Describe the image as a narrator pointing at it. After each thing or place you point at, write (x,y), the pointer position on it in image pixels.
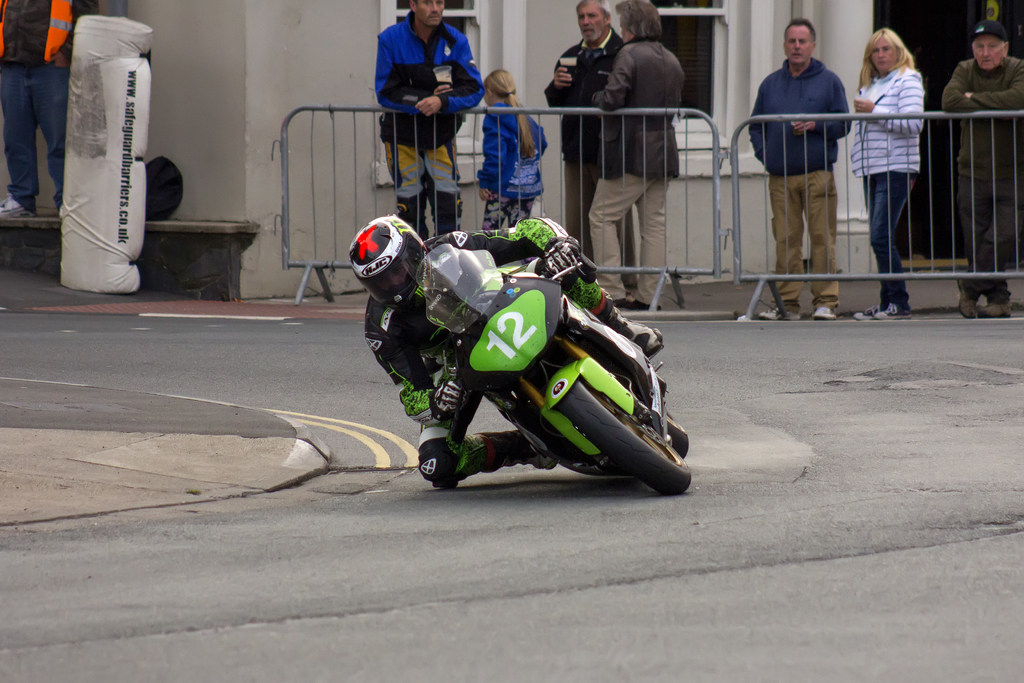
Here in the middle of an image (450,376) there is a road (638,603) a person (521,436) is riding a bike (519,400). Here there is an iron fencing (613,234) people (446,148) are observing from this the race.
